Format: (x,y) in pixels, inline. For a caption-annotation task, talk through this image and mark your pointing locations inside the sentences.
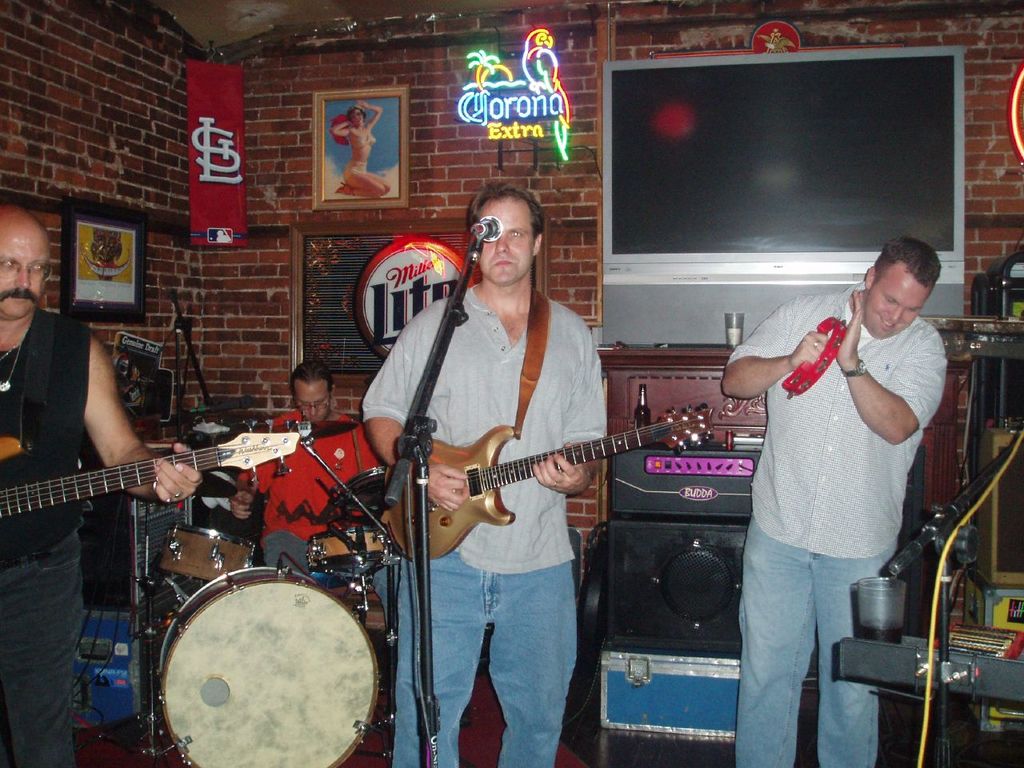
In this image we can see this two persons (443,490) are playing guitar (151,459) and this person (301,490) is playing drums (276,595). In the background (118,254) we can see brick wall (166,268), photo frames (338,162), speakers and television (713,156).
